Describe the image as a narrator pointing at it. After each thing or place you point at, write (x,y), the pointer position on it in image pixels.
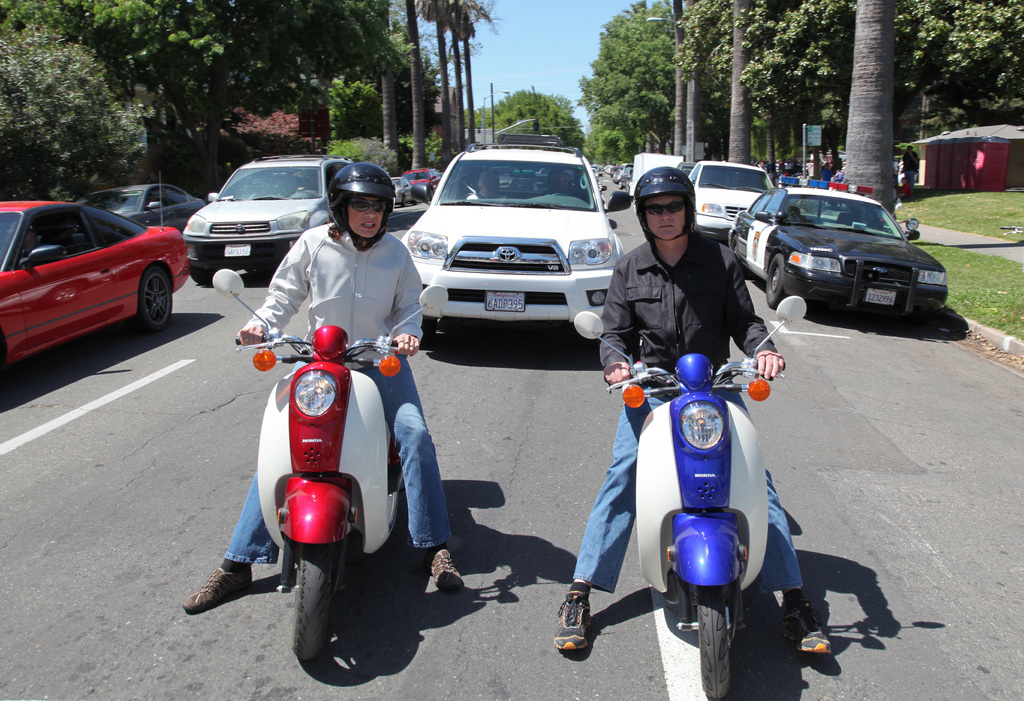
This picture describes about few people (399,290) and few vehicles (99,241), in the middle of the image (363,308) we can see two persons (396,291), they are seated on the motorcycles (276,426), in the background (716,63) we can find few poles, trees (514,111) and houses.
